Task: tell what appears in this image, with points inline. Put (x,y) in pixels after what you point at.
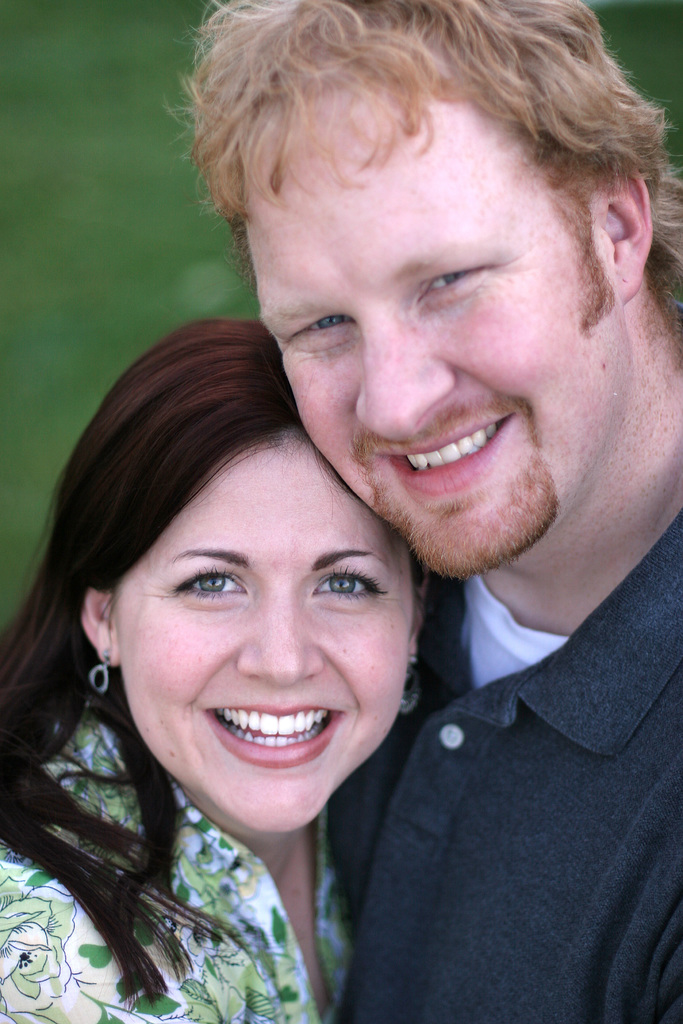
In this image there is a man (442,873) and a lady (204,909) smiling.
